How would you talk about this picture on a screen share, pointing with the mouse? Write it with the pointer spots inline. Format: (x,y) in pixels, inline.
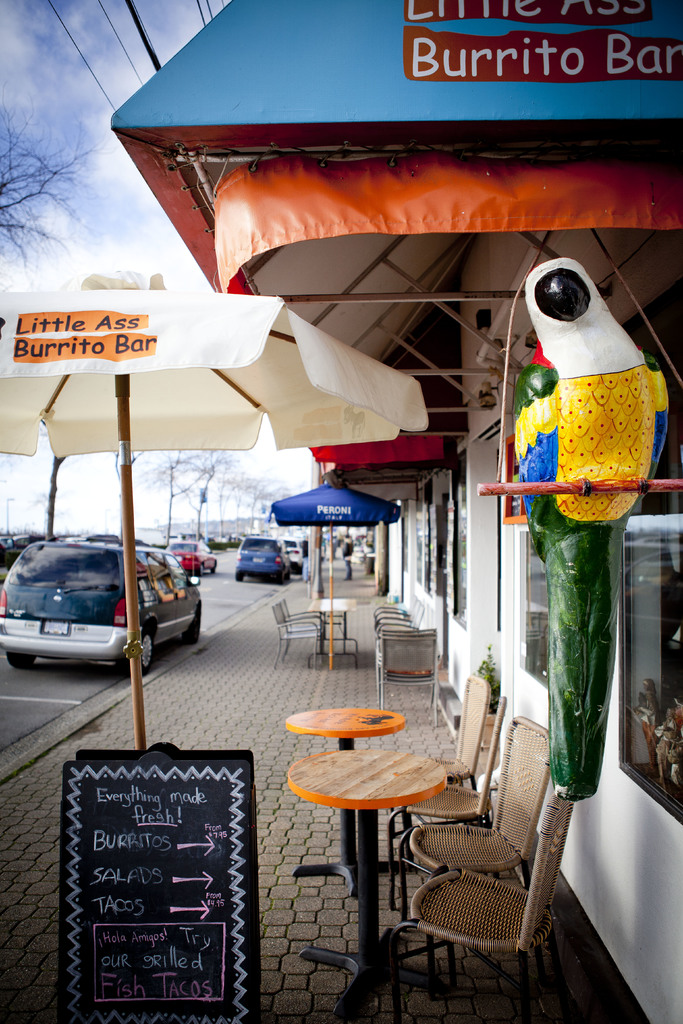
In this picture we can observe chairs (494,926) and tables (327,732). There is a black color board (168,925) under this white color umbrella (131,424). We can observe some cars (95,602) on the road (11,709). On the right side (579,652) we can observe a statue (550,560) of a bird (579,466) which is in white and yellow color. There is a building (511,589) on the right side (483,571). In the background (95,195) we can observe a sky (84,150) with some clouds (113,184).
